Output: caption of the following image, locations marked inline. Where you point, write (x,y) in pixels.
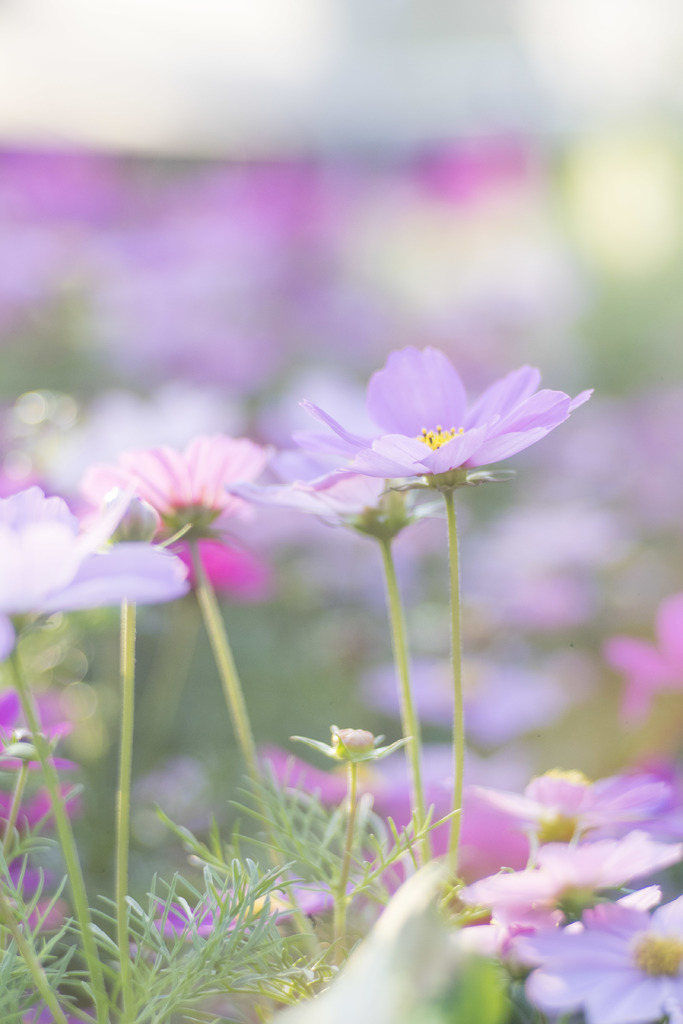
In this image we can see flowers (178,919) and plants (237,931) with blur background (129,170).
